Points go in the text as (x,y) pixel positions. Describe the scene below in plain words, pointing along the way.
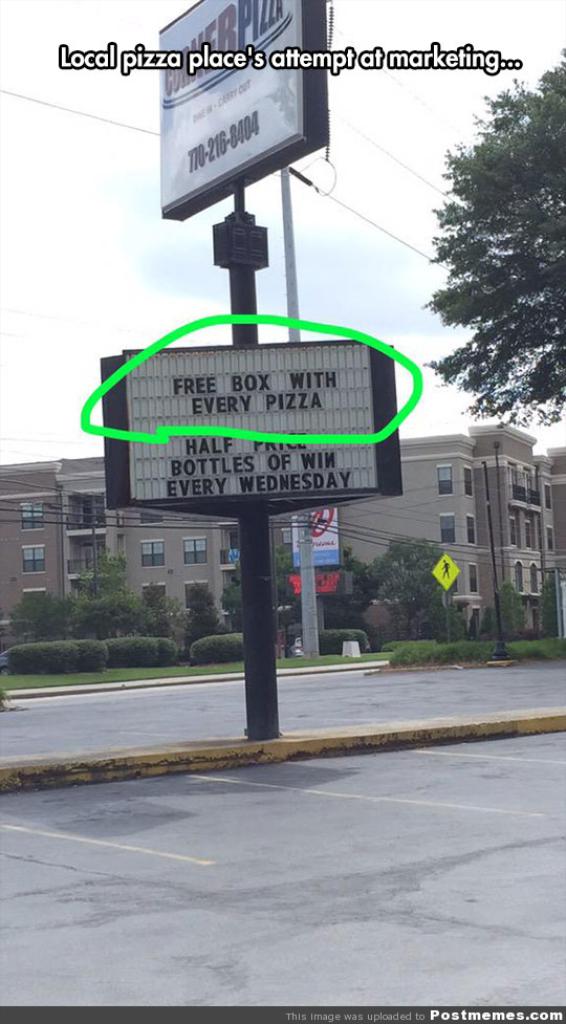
This image is clicked on the road (87,898). In the front (218,129), we can see a pole (273,699) along with the boards (236,420). In the background (209,566), there are buildings (4,521), plants (39,650), and green grass (20,682) on the ground (133,688). On the right (462,350), there is a tree (502,186). At the top (61,169), there is sky (36,232).
